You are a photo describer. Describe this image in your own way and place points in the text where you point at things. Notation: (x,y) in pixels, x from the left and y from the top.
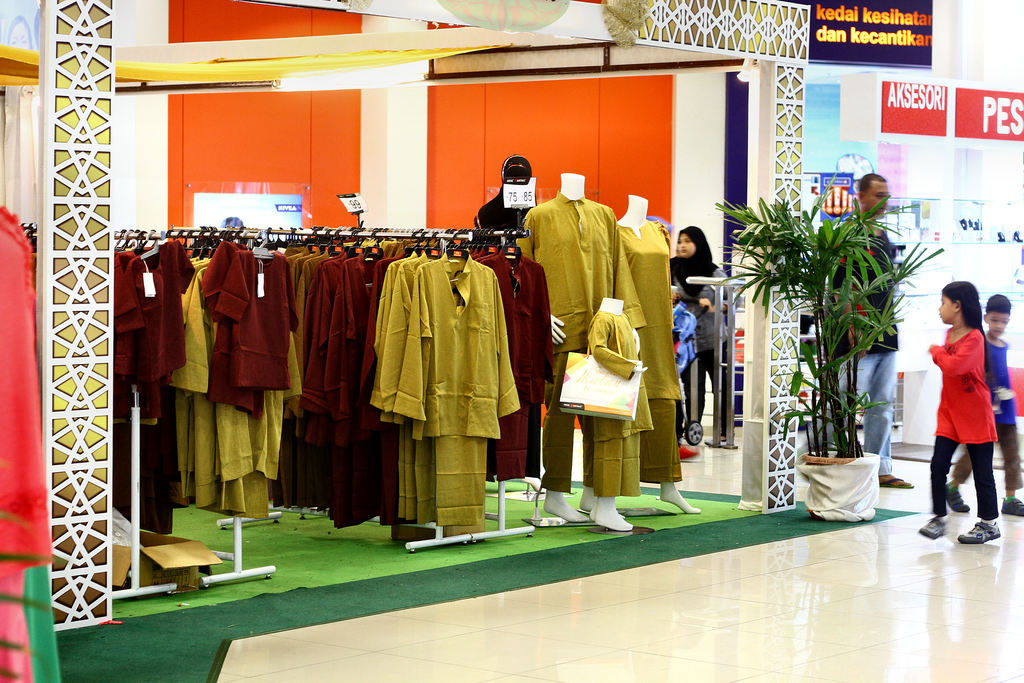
In this image I can see few clothes (387,363) are hanged to the poles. I can see few dresses (609,294) to the mannequins (618,309). I can see the flowerpot (836,239), cardboard boxes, boards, few people (949,301) and the store (963,212).
